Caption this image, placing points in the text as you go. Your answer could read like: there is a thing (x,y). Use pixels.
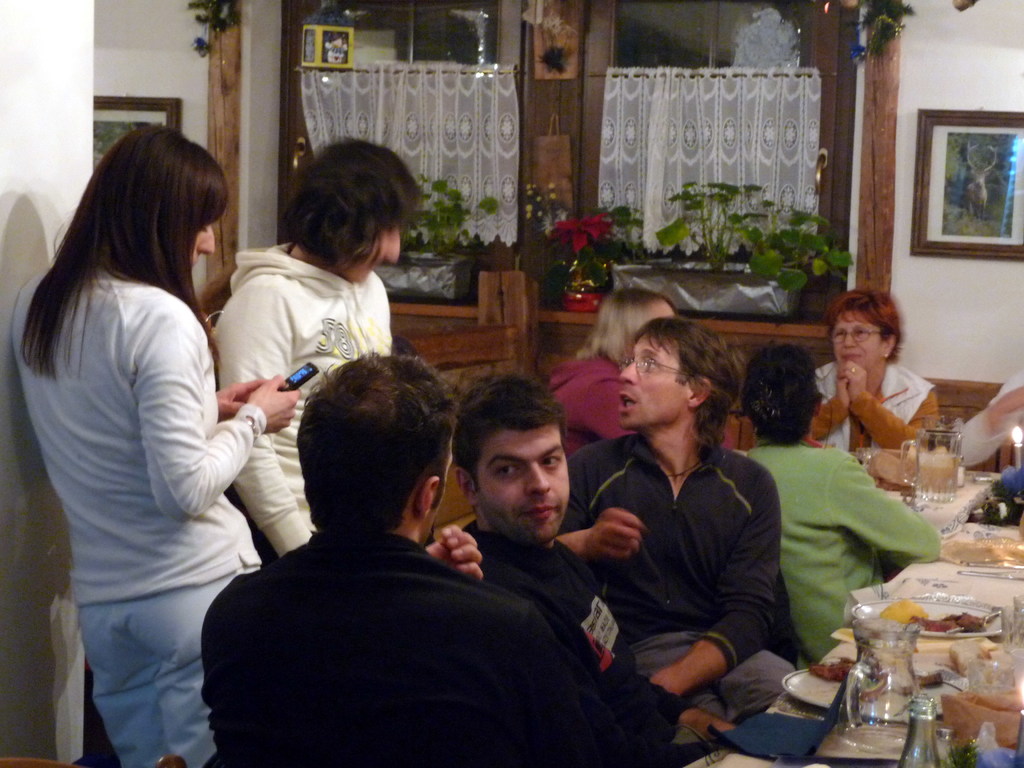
There are few people (791,510) sitting on the chair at the table (967,571) and two persons (122,361) are standing on the left (187,450). On the table (941,697) we can see food items (973,628), glasses (970,679). In the background (825,252) there are curtains (655,242), houseplants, frame (980,128) on a wall (904,151).
